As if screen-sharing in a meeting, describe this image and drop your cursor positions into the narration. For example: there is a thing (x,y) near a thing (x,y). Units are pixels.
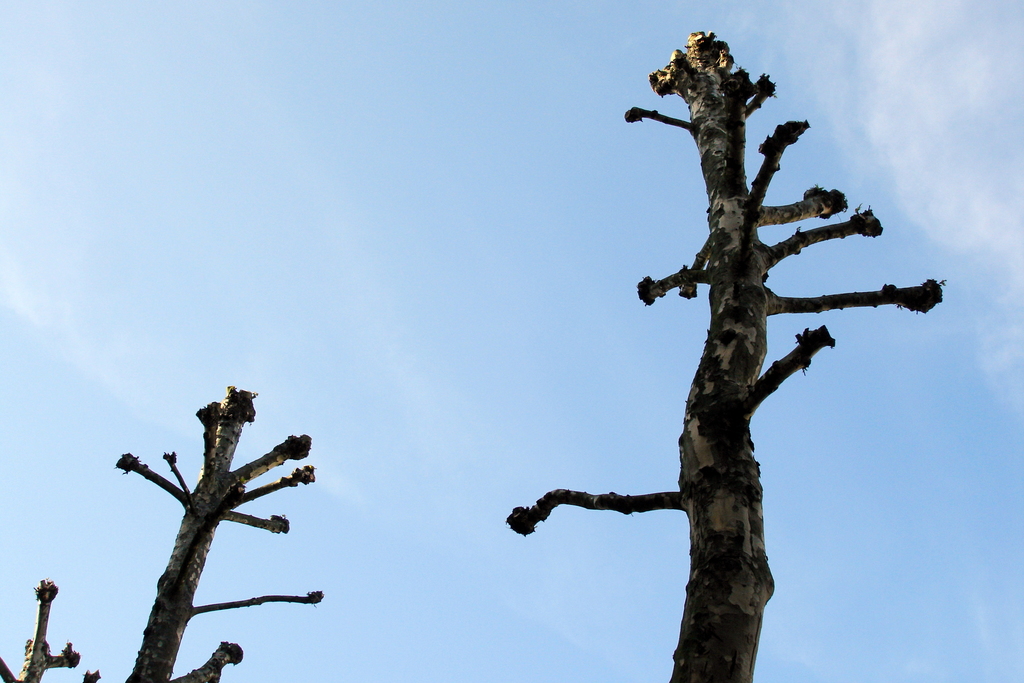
In this picture I can see branches (162,658) of trees (750,616), and in the background (682,302) there is sky (764,134).
